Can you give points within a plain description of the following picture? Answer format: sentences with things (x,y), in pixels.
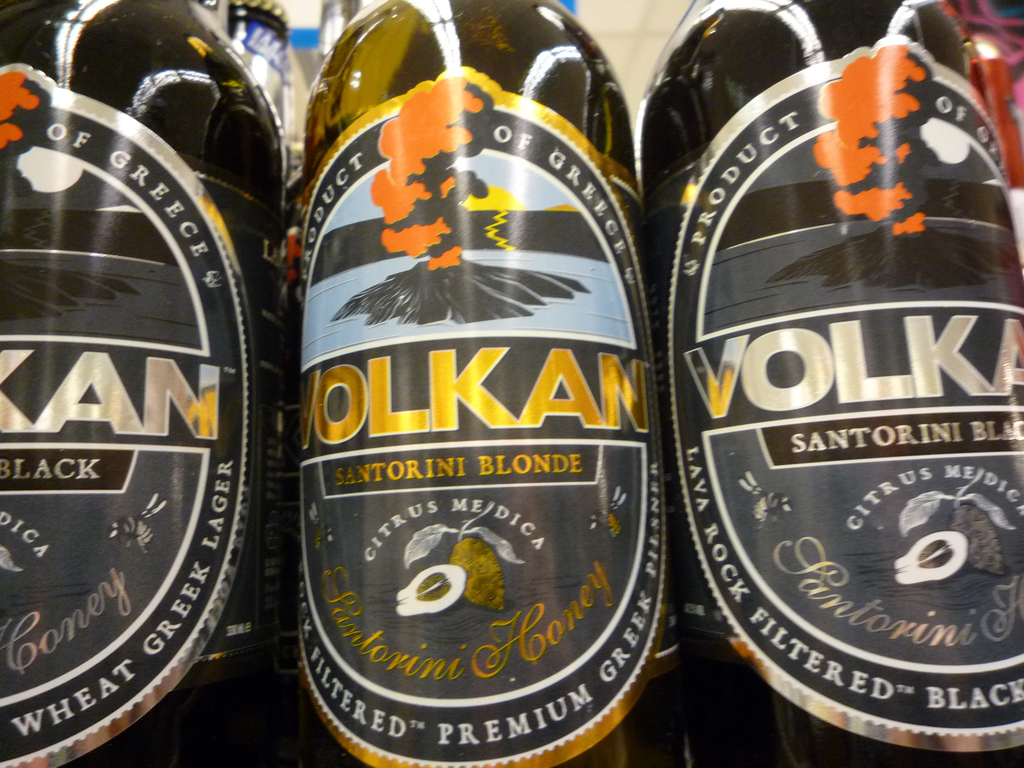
Here we have three bottles (382,82) of black color on which something is written and the label (123,305) is of different colors like orange, white and golden.
